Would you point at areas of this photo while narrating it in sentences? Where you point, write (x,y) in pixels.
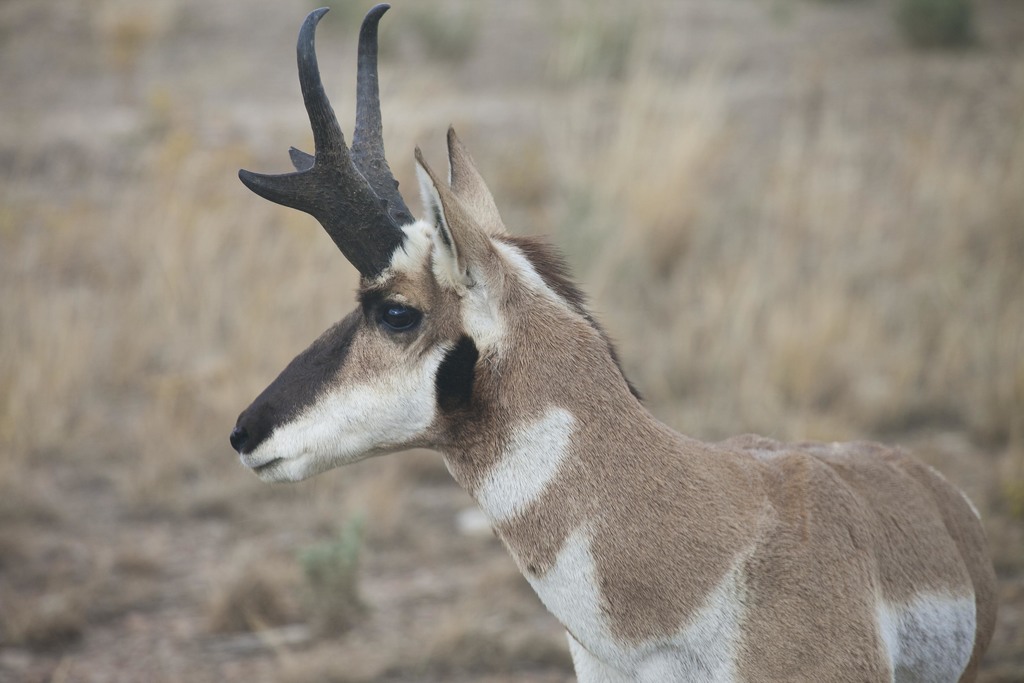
In this picture I can see there is a pronghorn (645,513) standing here on the ground (260,596) and there is grass (94,342) all over the floor (472,575).
